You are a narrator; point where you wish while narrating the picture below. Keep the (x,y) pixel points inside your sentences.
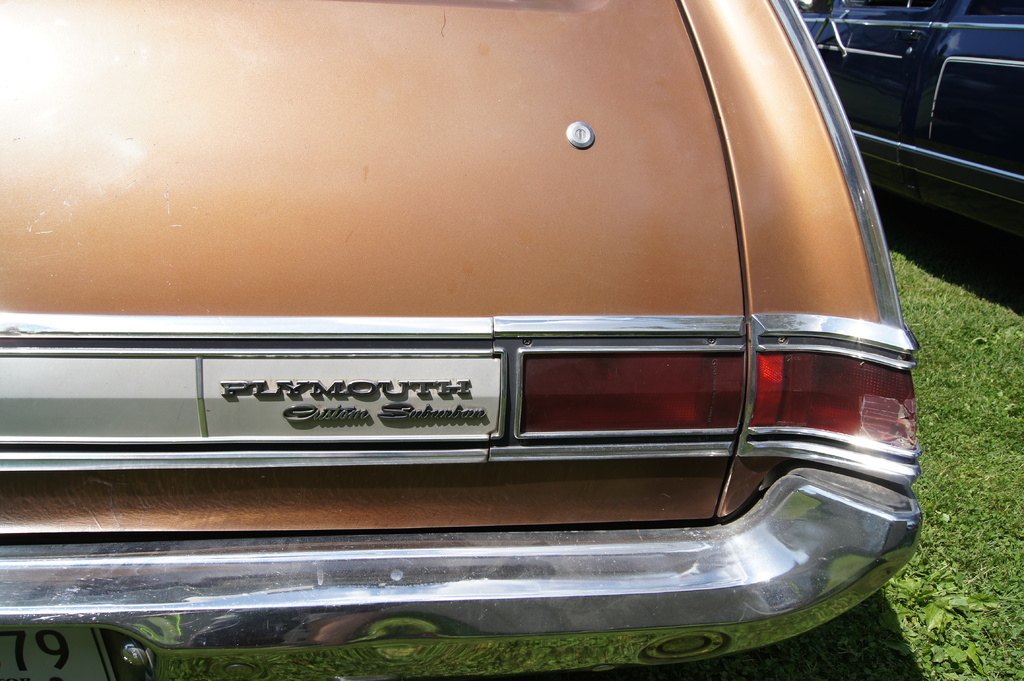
In this image, I can see a car (774,424). This is a tail light (737,406). I think this is a trunk (464,453). At the bottom left side of the image (80,654), that looks like a number plate (81,657), which is attached to a car (110,639). Here is the grass (949,571). On the right side of the image (954,129), I can see another vehicle (947,62), which is black in color.
